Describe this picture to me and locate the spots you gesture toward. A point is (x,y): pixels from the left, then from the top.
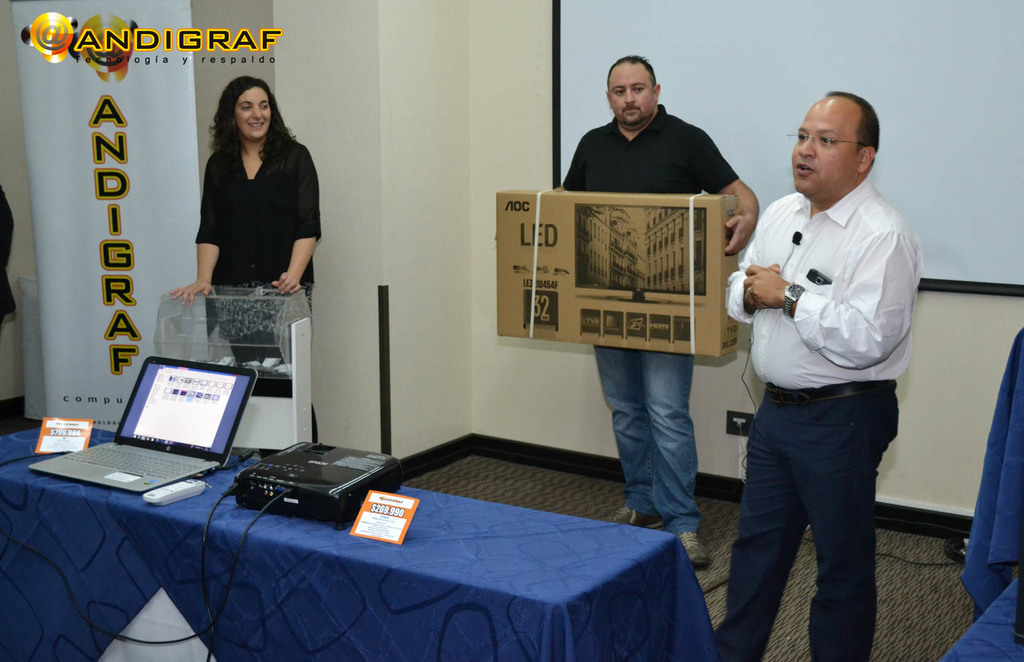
in this image i can see a table (315,562), a laptop (171,466) and remote (157,498) on it. at the back (241,172) there are three people (639,180) standing. the person (677,178) at the center (652,248) is holding a box (599,233). behind them there is a projector display (946,96). at the left (105,382) there is a banner (65,258) on which andigraf is written.
